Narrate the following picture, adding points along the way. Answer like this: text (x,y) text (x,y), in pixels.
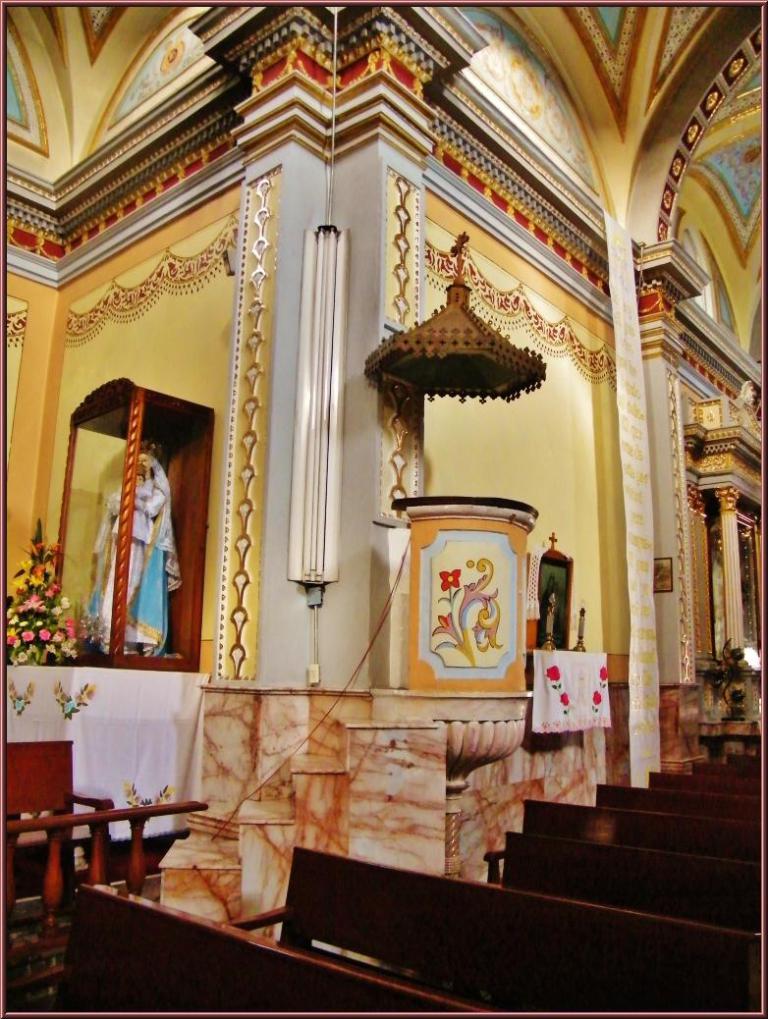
In the foreground of this image (460,926), there are benches (518,936) behind it there are few steps (196,832), railing (133,832), sculptures (154,518) in the glasses (553,579), flower vase (27,632), few clothes (172,724) and an umbrella like structure (464,346) to the wall (431,298).
